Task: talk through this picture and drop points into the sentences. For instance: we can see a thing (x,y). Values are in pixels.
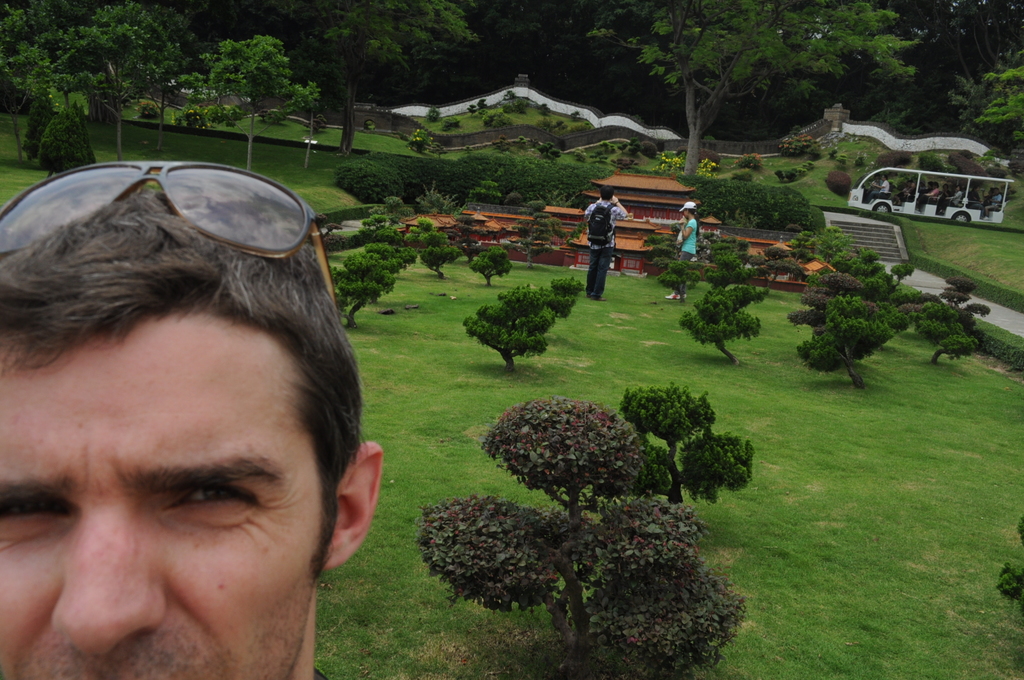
In the image we can see there are people (305,248) wearing clothes (605,265) and there is a person (602,248) carrying a bag (606,224) on the back (608,237). There we can see plants (430,207), trees (352,103), stairs (870,237) and a vehicle (872,202). We can even see a small building (640,251).
